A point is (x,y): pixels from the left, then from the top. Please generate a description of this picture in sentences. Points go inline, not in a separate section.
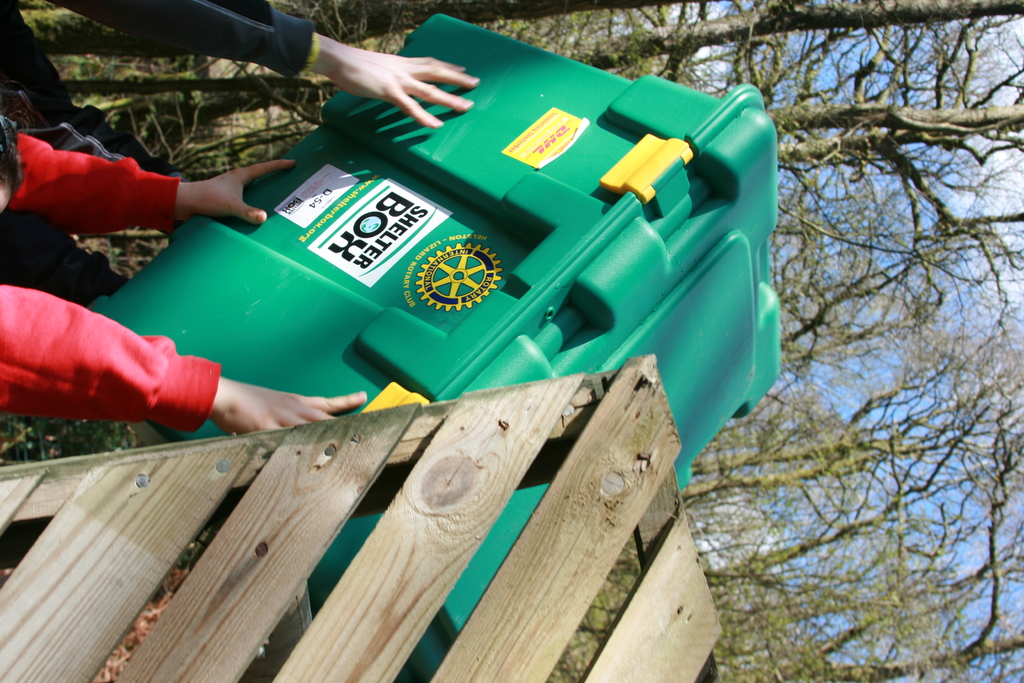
In this image we can see a shelter box (667,113) on the left side (282,16) we can see some people (66,401) and in the background (890,40) we can see some trees (870,268).
